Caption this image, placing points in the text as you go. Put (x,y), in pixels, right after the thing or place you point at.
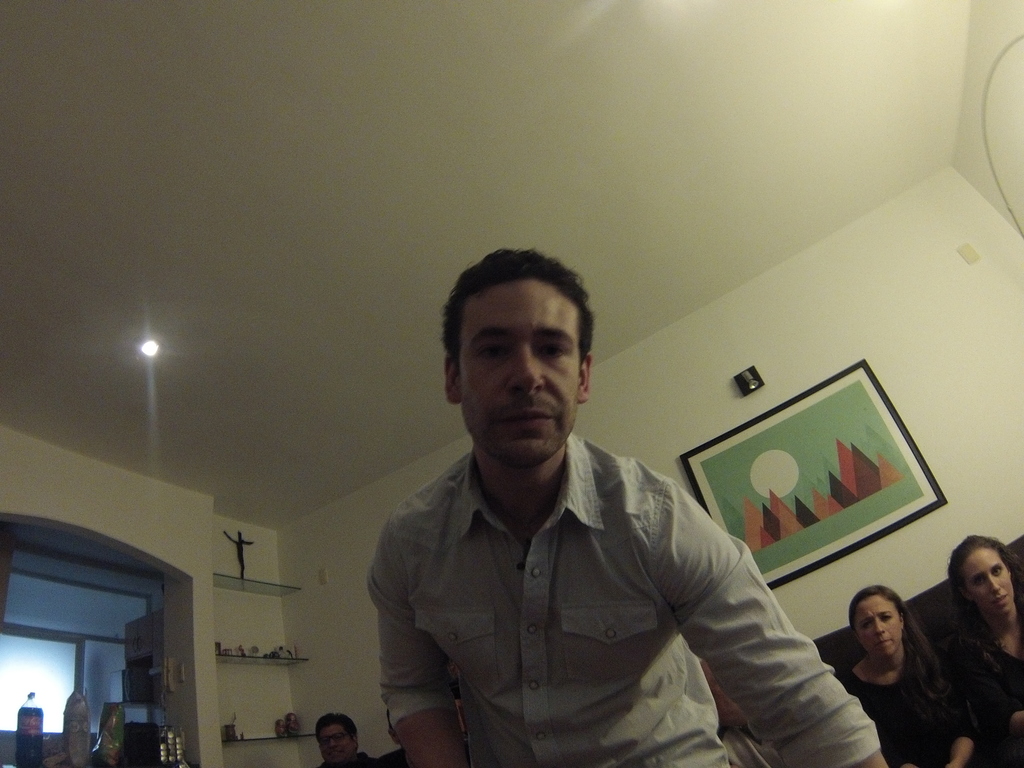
This picture shows few people (876,609) seated and a man (514,365) standing and we see photo frame (874,538) on the wall (779,395) and a roof light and we see couple of bottles (66,738) and toys (294,648) in the shelf (280,659).
